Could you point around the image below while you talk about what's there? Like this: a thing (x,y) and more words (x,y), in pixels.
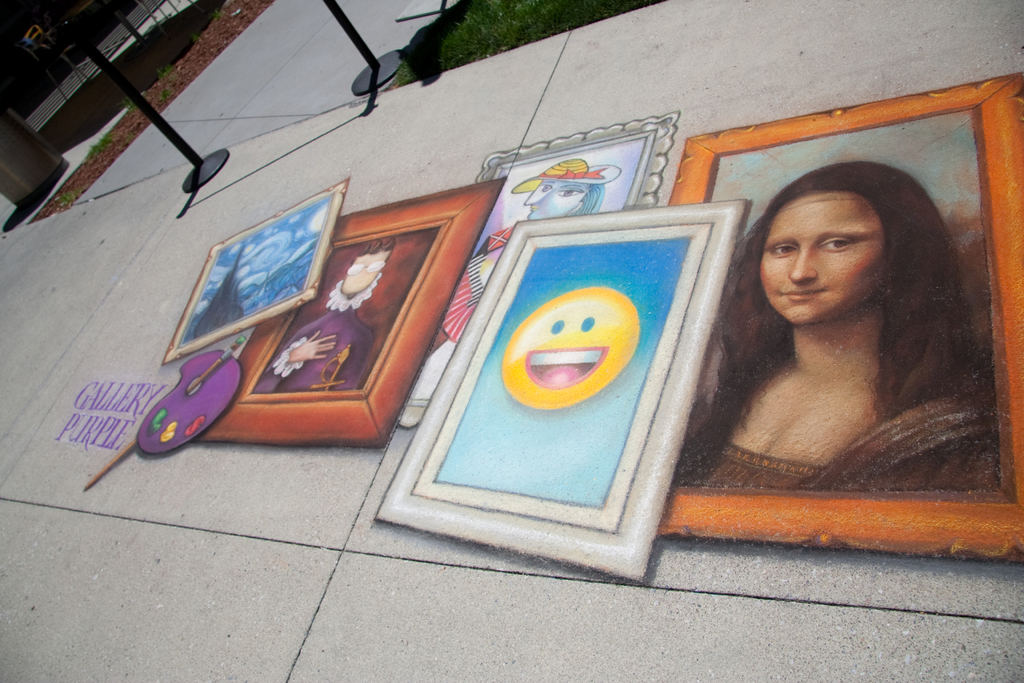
In this image we can see photos (412,385) on the floor (422,133). There is grass (453,42) and objects (167,140).
